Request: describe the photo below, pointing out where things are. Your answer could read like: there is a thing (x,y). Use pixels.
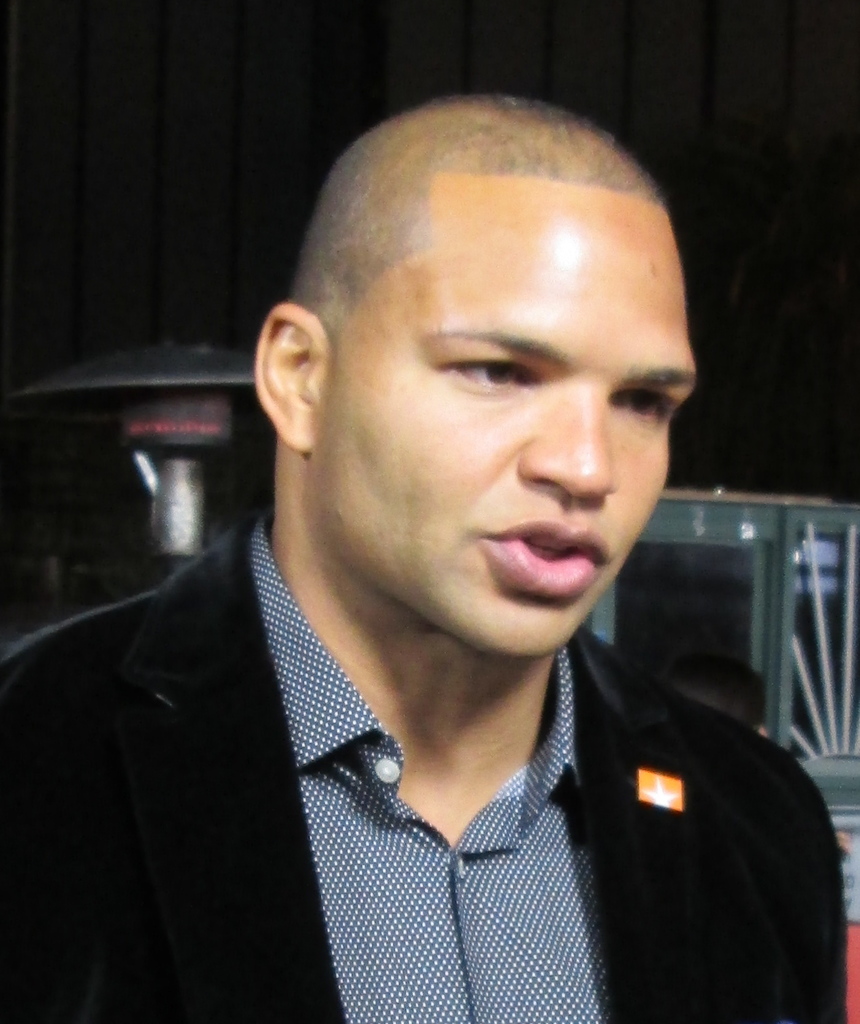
This is a zoomed in picture. In the foreground (348,926) there is a person (377,782) wearing black color blazer (313,892) and seems to be talking. In the background (673,625) we can see some metal objects (729,513) and the background of the image (119,236) is dark.
